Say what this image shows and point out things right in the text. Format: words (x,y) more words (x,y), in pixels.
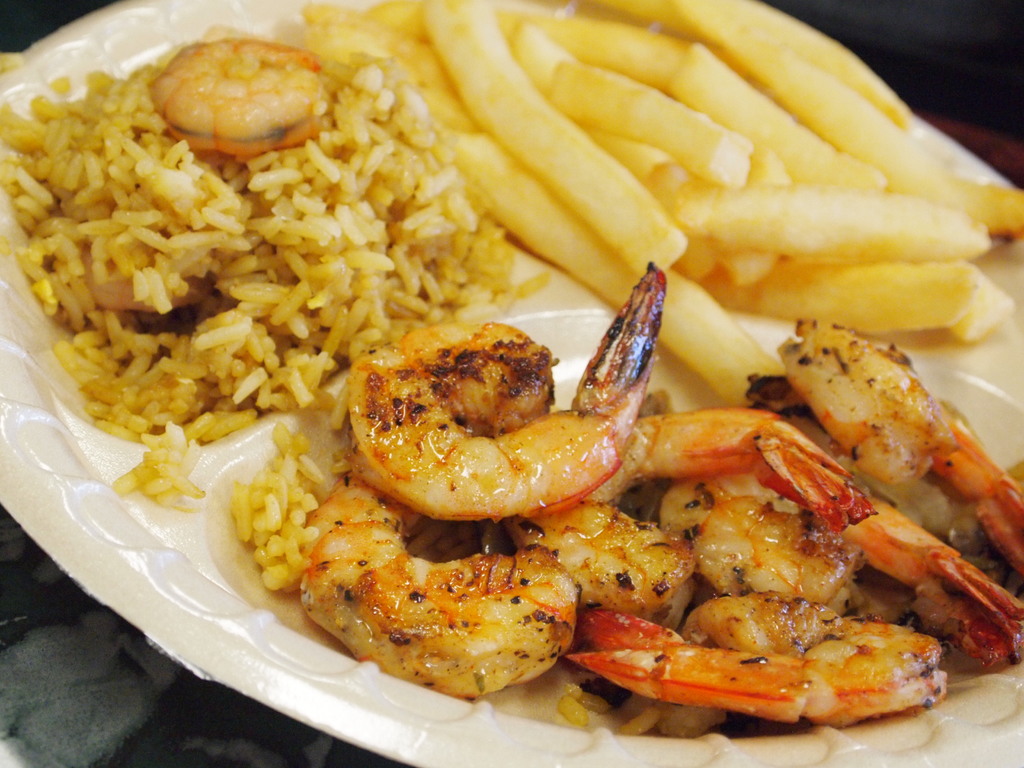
In this image, we can see a white color plate (970,755), in that plate (159,549) we can see some rice (269,328) and there are some french fries (578,169).
